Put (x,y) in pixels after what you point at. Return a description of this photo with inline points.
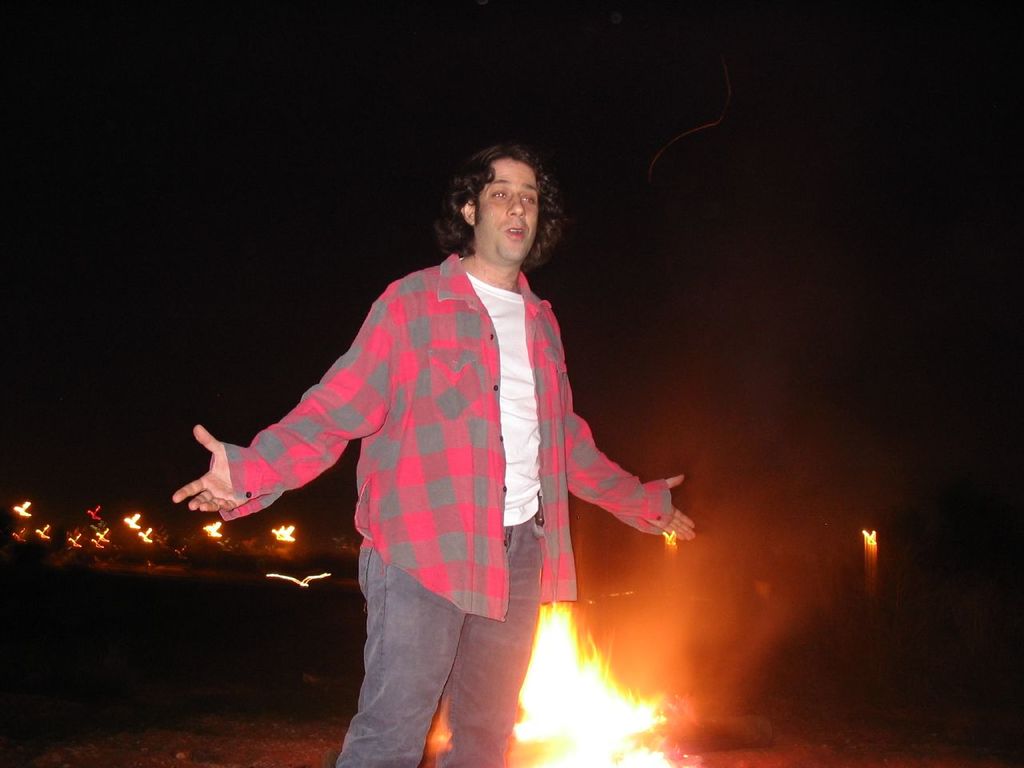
A man (494,440) is standing, this is fire (597,724), there is black color background (253,236).
